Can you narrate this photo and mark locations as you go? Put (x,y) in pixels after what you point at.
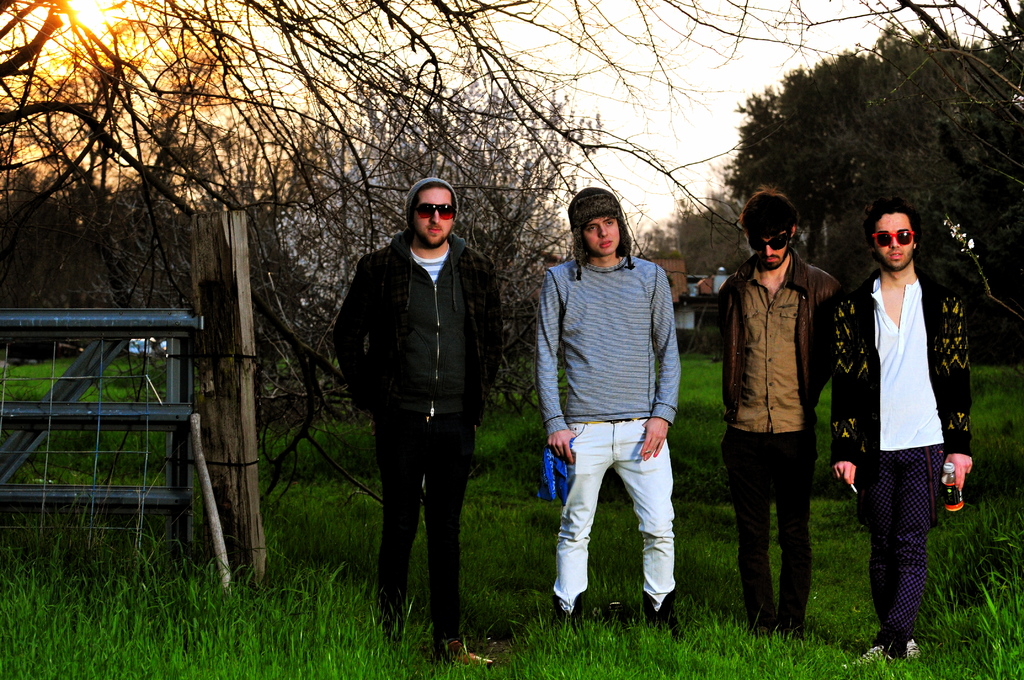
There are four persons (607,397) standing on a greenery ground (690,641) and there are trees (912,151) in the background (819,171).
